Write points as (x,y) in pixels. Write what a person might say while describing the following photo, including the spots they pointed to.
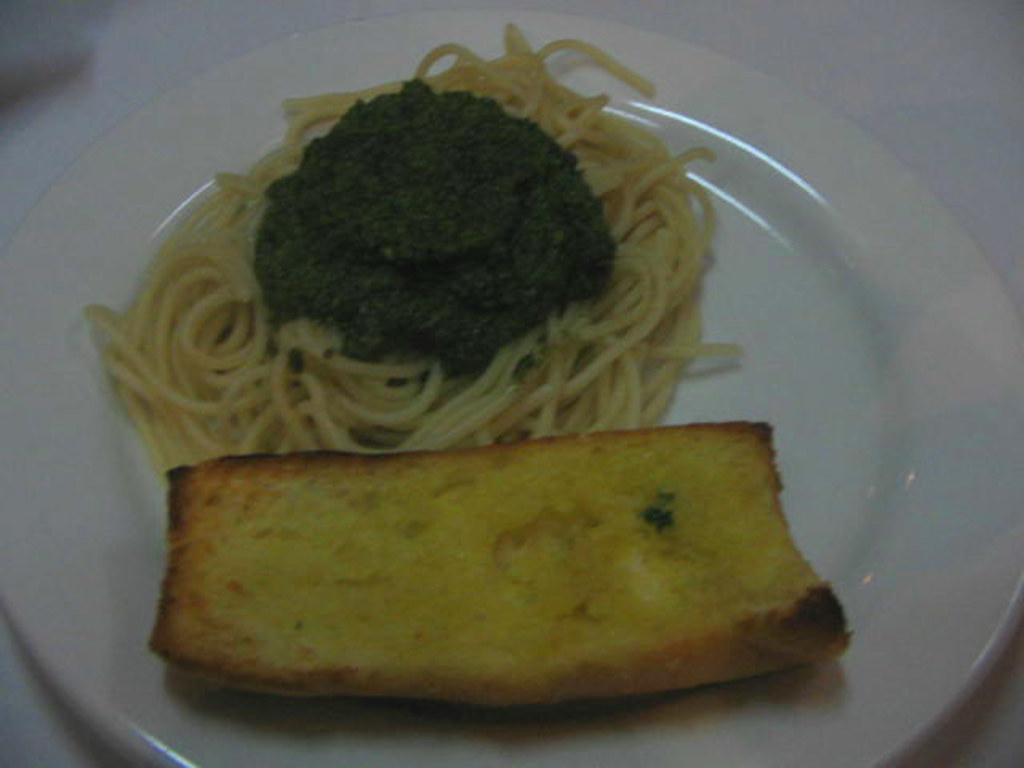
In this image we can see the food item (558,648) in the plate (542,748) and the plate (908,256) placed on the surface (966,752) which looks like a table (125,48).
